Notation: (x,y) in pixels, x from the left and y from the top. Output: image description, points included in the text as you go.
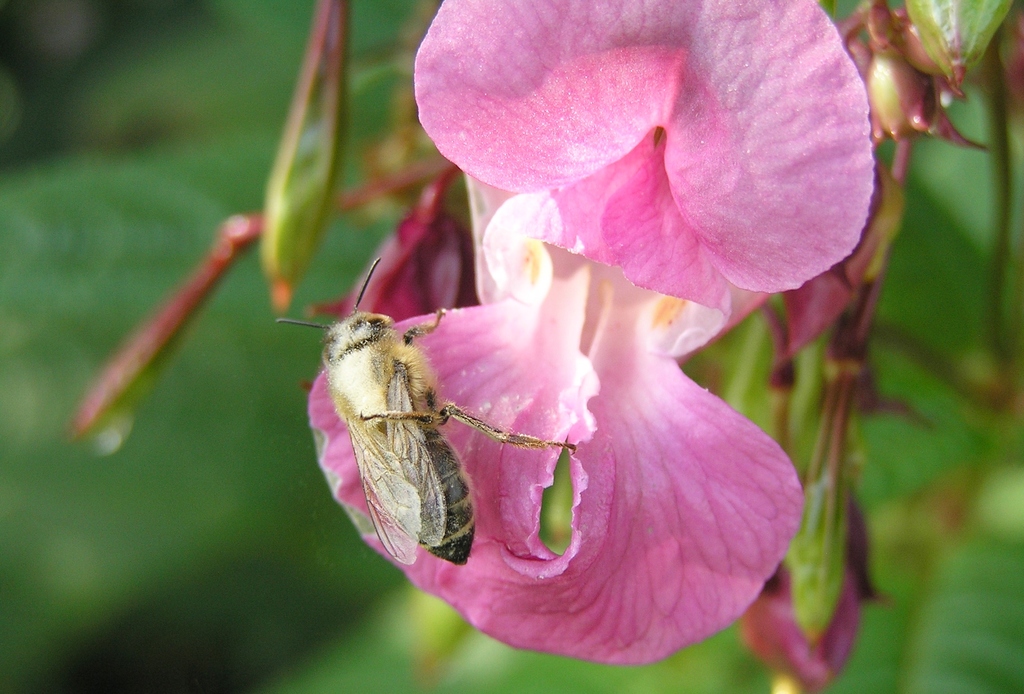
In this image there is a bee (399,419) on the flower (598,417). The background (60,607) is blurred.
